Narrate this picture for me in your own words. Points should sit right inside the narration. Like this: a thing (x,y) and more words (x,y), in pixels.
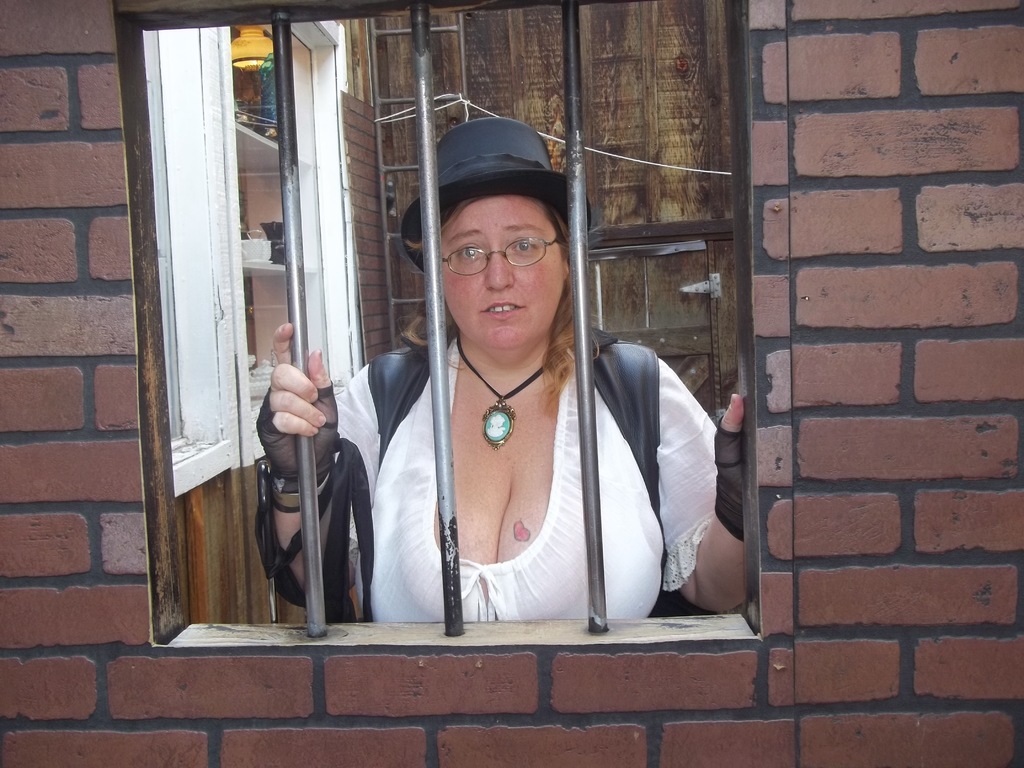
This image consists of a woman (517,536) wearing a white dress (561,513). She is also wearing a hat (441,167). In the front (89,732), we can see a wall (53,485) along with a window (159,494). Behind her, there is a ladder (389,295).
